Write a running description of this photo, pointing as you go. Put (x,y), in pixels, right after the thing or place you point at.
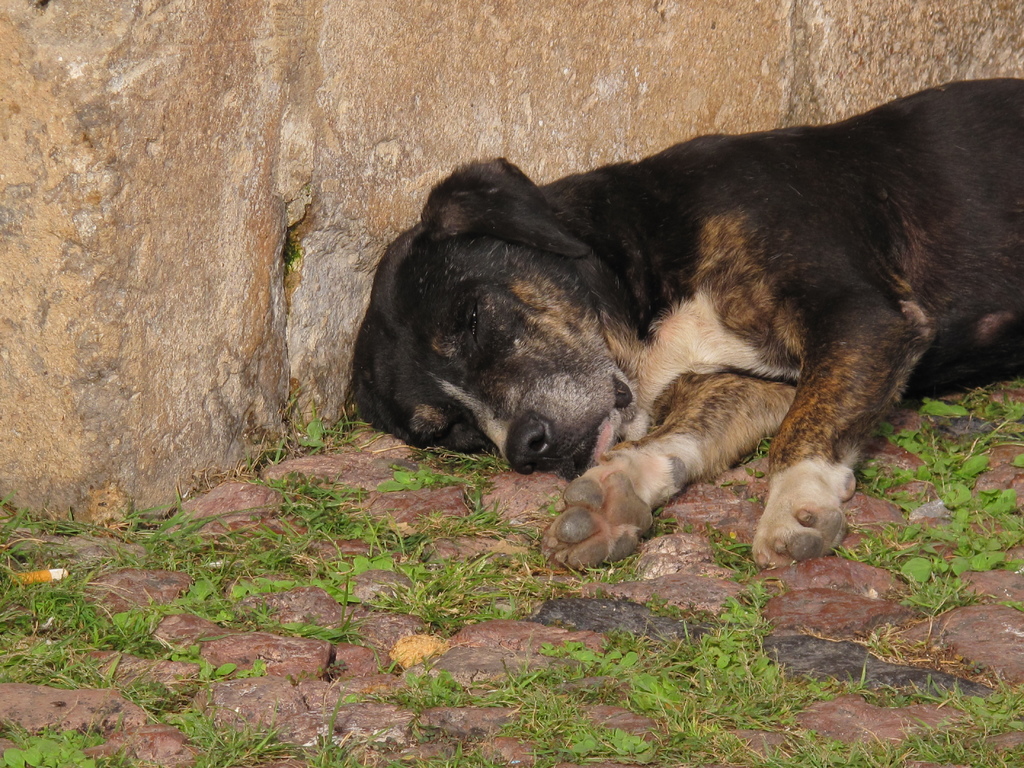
In this image in the center (533,296) there is a dog (720,363), at the bottom (481,708) there is grass (478,567) and walkway (231,644) and in the background (214,362) there is wall (211,350).
